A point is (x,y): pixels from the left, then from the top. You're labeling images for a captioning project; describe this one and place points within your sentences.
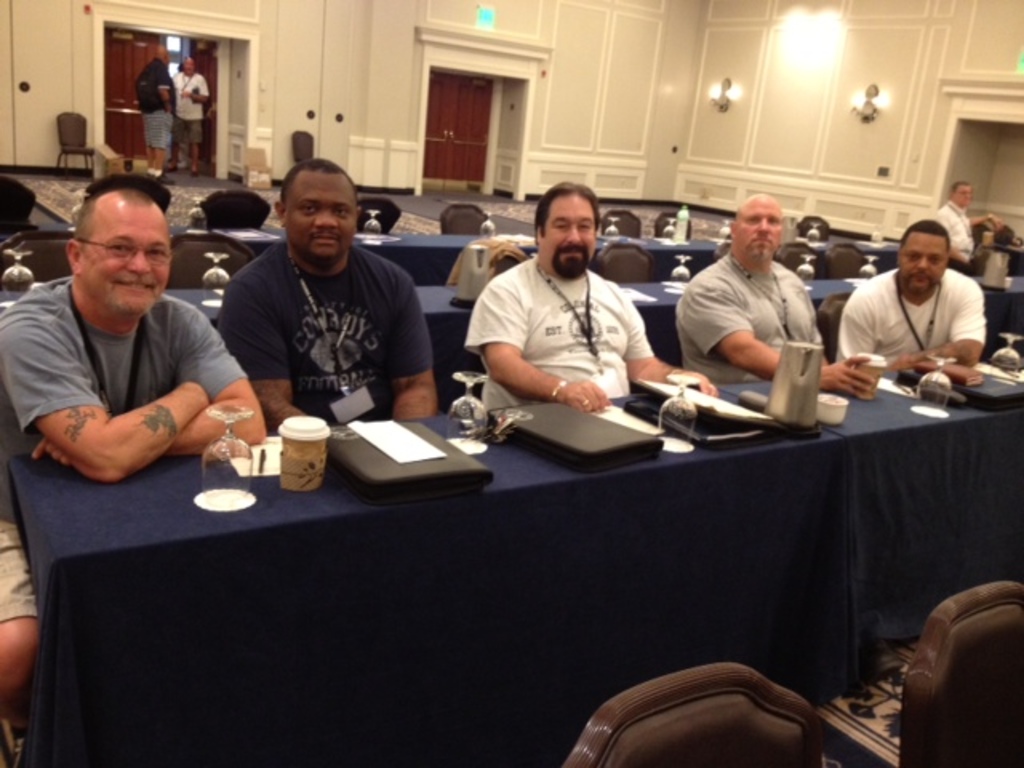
This is a picture taken in a room (331,308), there are a group of people (126,346) sitting on chairs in front of these people (628,358) there is a table (532,540) covered with a cloth (509,535) on the table (194,526) there are glasses (236,444), jar (790,385), files (745,418) and paper (669,386). Behind the people (505,352) there are some tables (443,339), chairs (227,217) and there are two other people (193,115) standing near to the door (139,131) and a wall (616,90) on the wall (586,76) there are lights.
